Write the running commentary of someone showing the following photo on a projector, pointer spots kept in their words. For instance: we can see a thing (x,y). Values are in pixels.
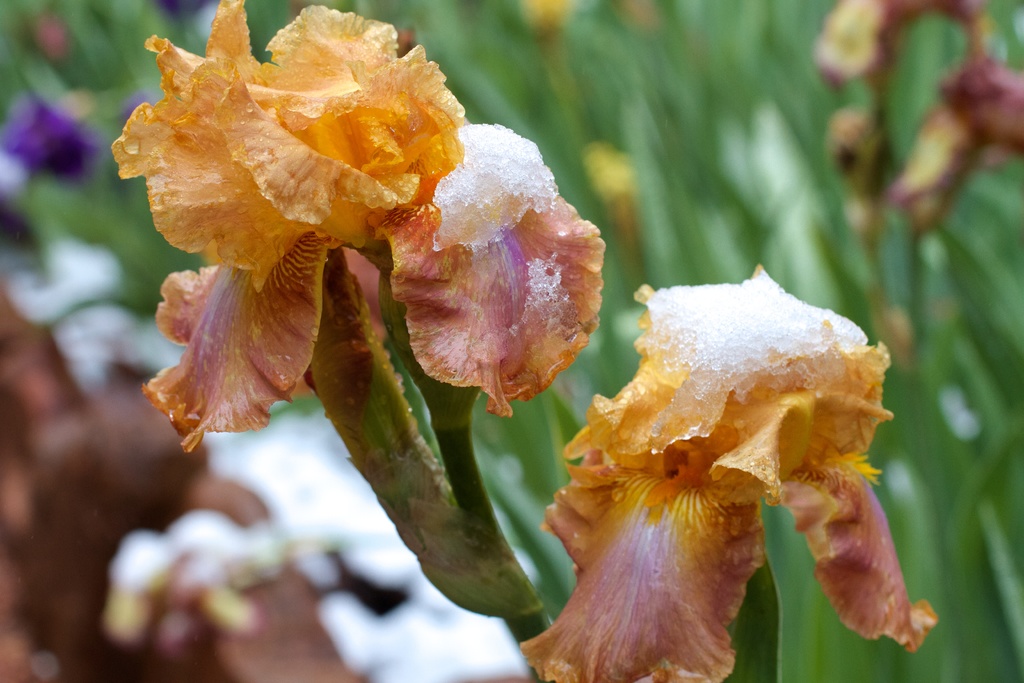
In this image, we can see flowers (361,143) and leaves (654,161).
